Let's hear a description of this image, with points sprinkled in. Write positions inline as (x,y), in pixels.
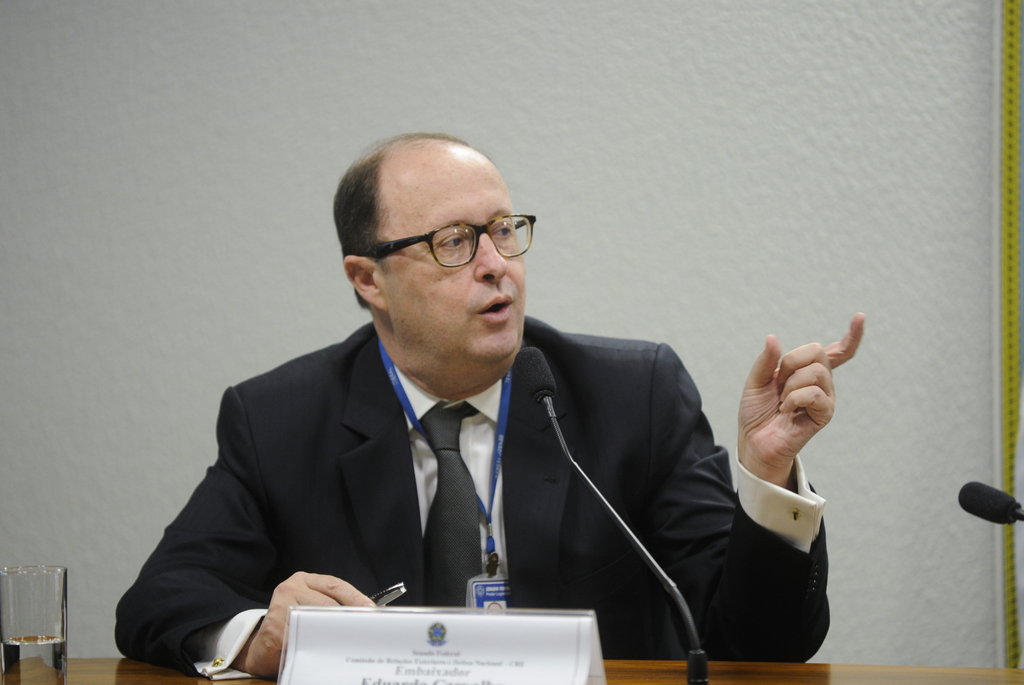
In this image we can see a person (794,559) sitting and holding an object (392,598) looks like a pen (379,596), there are mics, a glass (53,627) with water (50,657), a name board (400,613) on the table (743,674) and wall (933,421) in the background (187,202).
